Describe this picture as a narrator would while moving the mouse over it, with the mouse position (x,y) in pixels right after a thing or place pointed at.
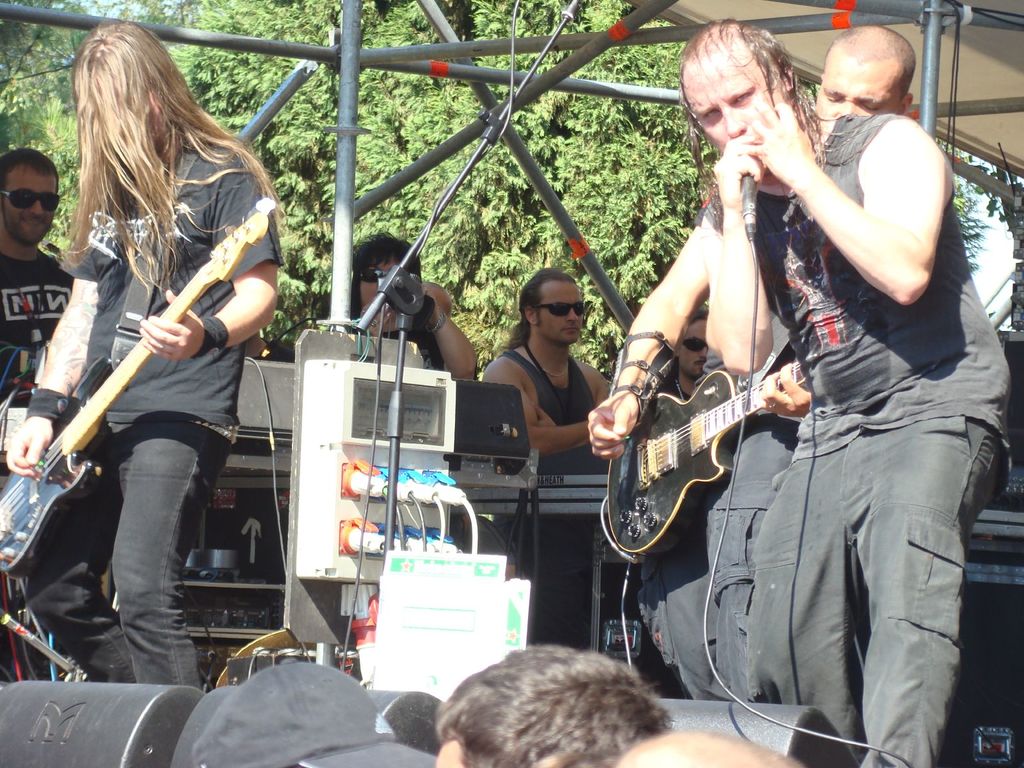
In this picture we can see three people (240,285) standing in front (191,399), the man (166,405) on the left side of the picture (151,405) is playing a guitar (141,357) and the man (852,383) on the right side of picture (878,372) is holding a microphone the man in the back side of this man (863,271) is playing a guitar (693,411), in the background (578,424) we can see four people (546,415) standing and also we can see some trees (579,160) in the background (585,146).
